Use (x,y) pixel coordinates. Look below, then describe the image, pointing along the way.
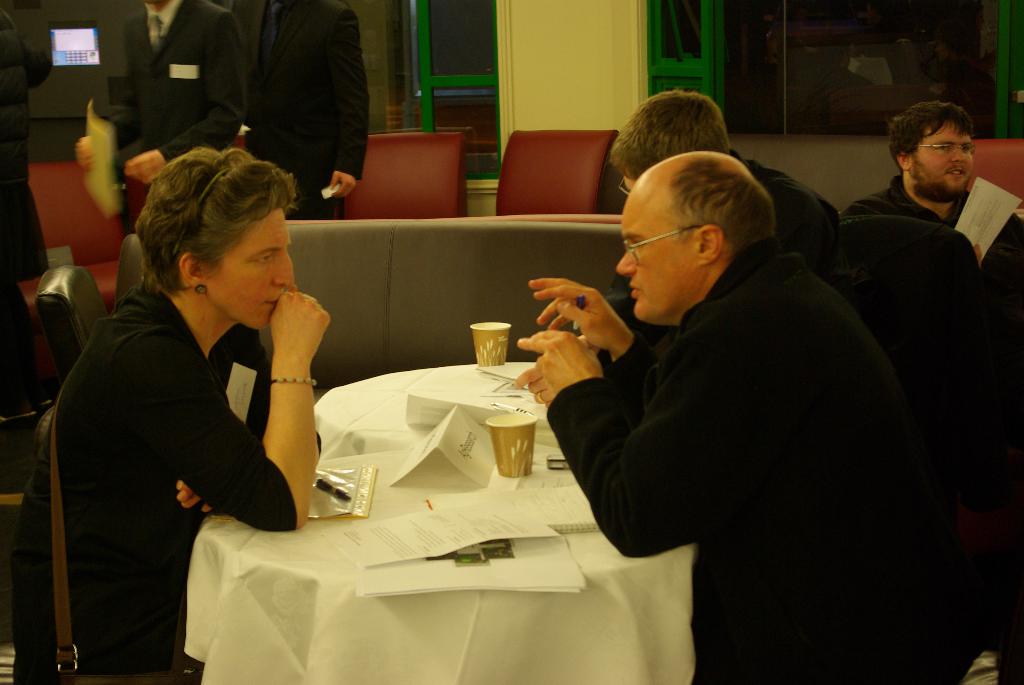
In this image i can see three person (578,436) sitting on chair (603,152), there are two cups (513,463), papers (483,458) on a table (334,590) at the back ground (960,195) i can see the other person (958,180) sitting, a wall (568,90), and a window (475,87).
